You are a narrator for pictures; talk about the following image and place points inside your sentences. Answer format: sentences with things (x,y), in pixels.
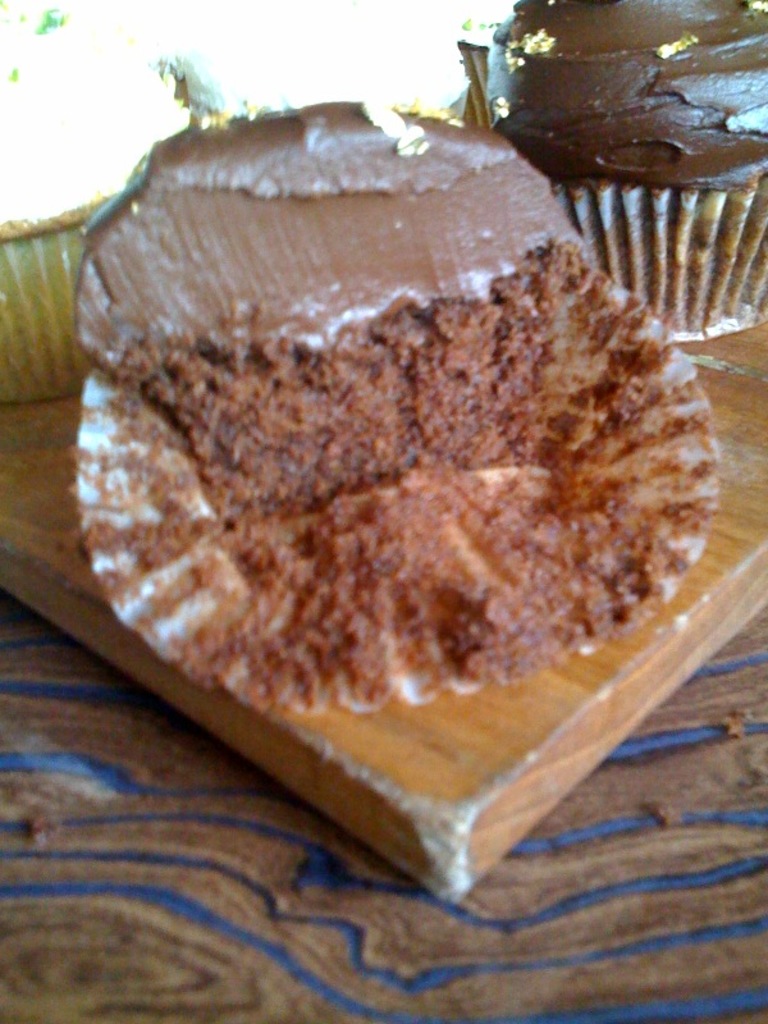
In this image I can see the cupcakes (454,336) on the wooden object (509,698).
